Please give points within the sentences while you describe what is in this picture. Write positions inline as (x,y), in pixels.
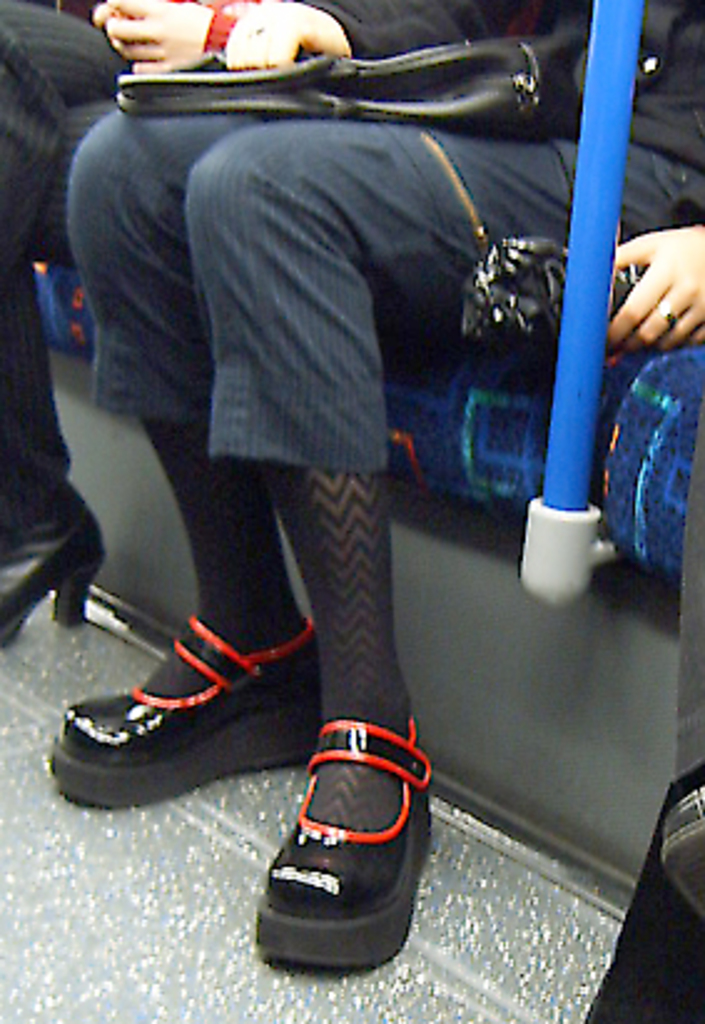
In this image there are legs (272,268) of the person (97,167) which are in the center (331,343) visible and there are hands (184,12). In the front (333,170) there is a person (460,166) sitting and there is a bag (425,102) on the lap (361,141) of the person (446,122) and there is a blue colour pole (577,257).
